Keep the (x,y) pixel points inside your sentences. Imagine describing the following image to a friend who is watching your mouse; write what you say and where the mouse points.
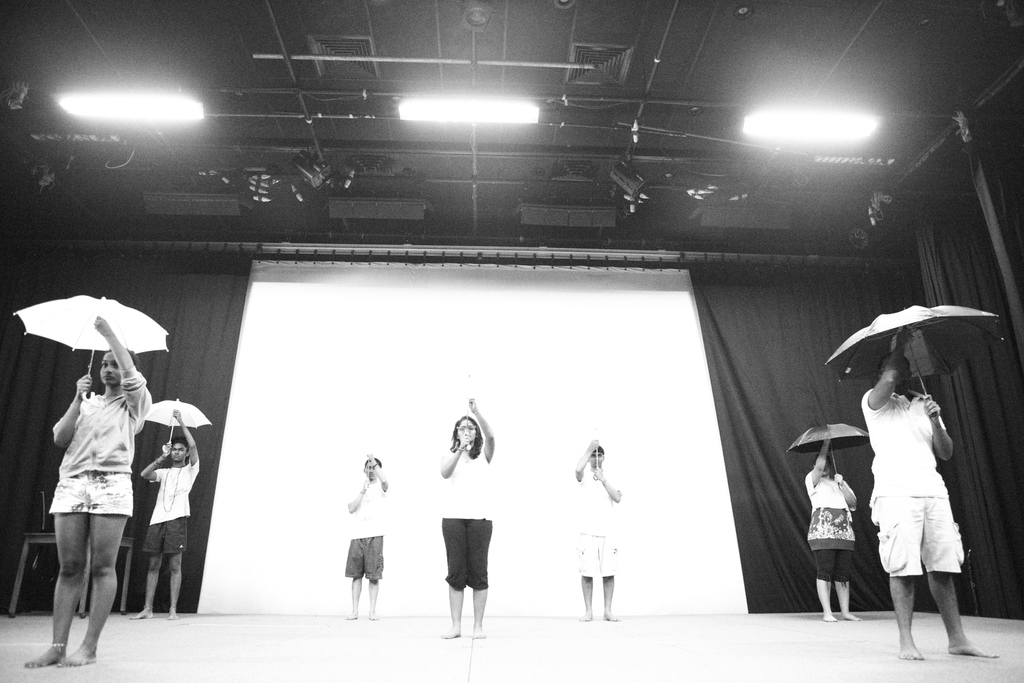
This is a black and white picture. In this picture, we see the people (474,466) are standing and they are holding the umbrellas (803,445) in their hands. Behind them, we see a board (367,363) in white color. Beside that, we see a sheet (740,364). At the top (536,158), we see the lights (409,103) and the ceiling (474,153) of the room (331,239). This picture might be clicked in the program.
